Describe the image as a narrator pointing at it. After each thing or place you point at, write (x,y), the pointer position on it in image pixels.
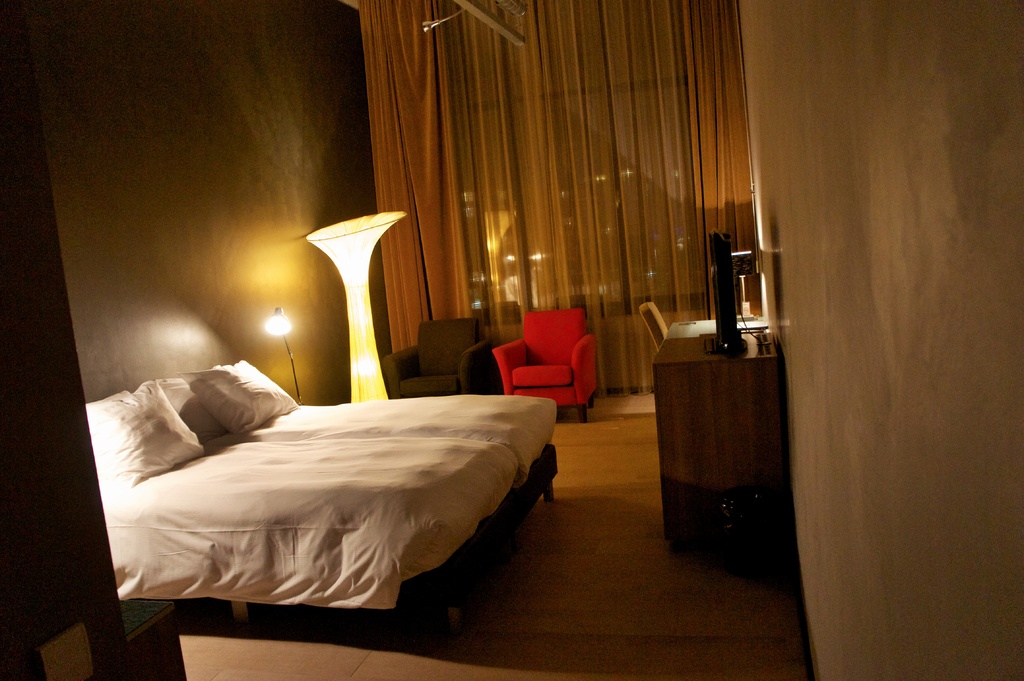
There are pillows (212,452) on a bed (395,457), lamps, sofas (586,365) and other objects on the desk (680,368) in the foreground area of the image (751,369), there are curtains (479,200) in the background (572,165).
